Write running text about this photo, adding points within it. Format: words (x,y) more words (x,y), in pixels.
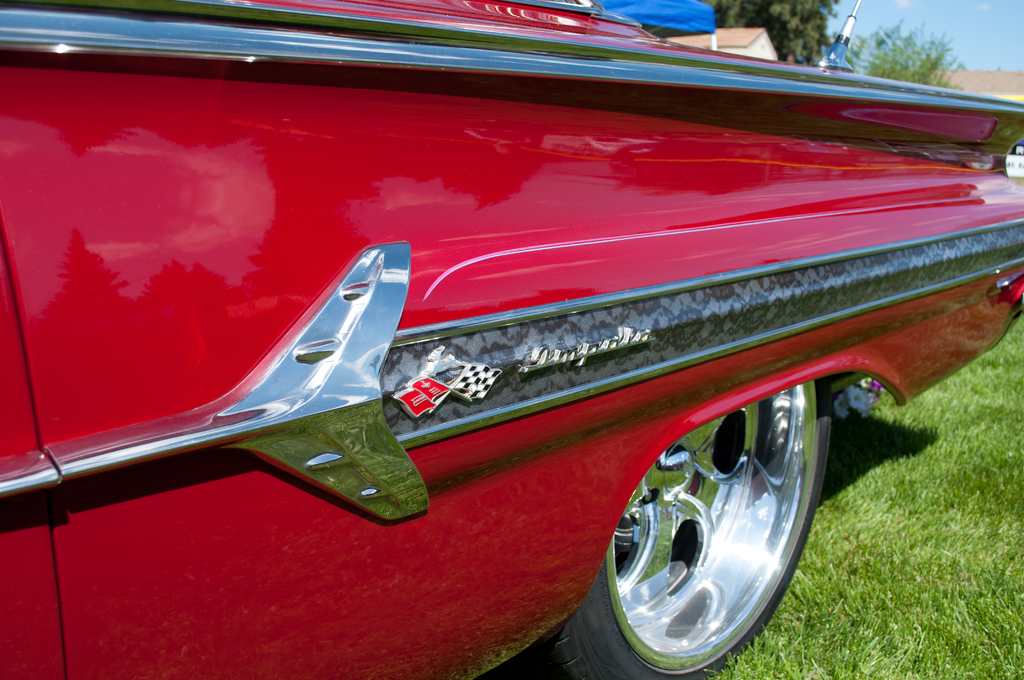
In the image there is a red color car (528,339) with wheel (656,470). To the right bottom corner of the image (958,504) there is ground (981,478) on the grass (972,529). To the right top corner of the image (792,33) there are trees (813,34), house roofs (1012,77) and also there is a sky (926,20).
